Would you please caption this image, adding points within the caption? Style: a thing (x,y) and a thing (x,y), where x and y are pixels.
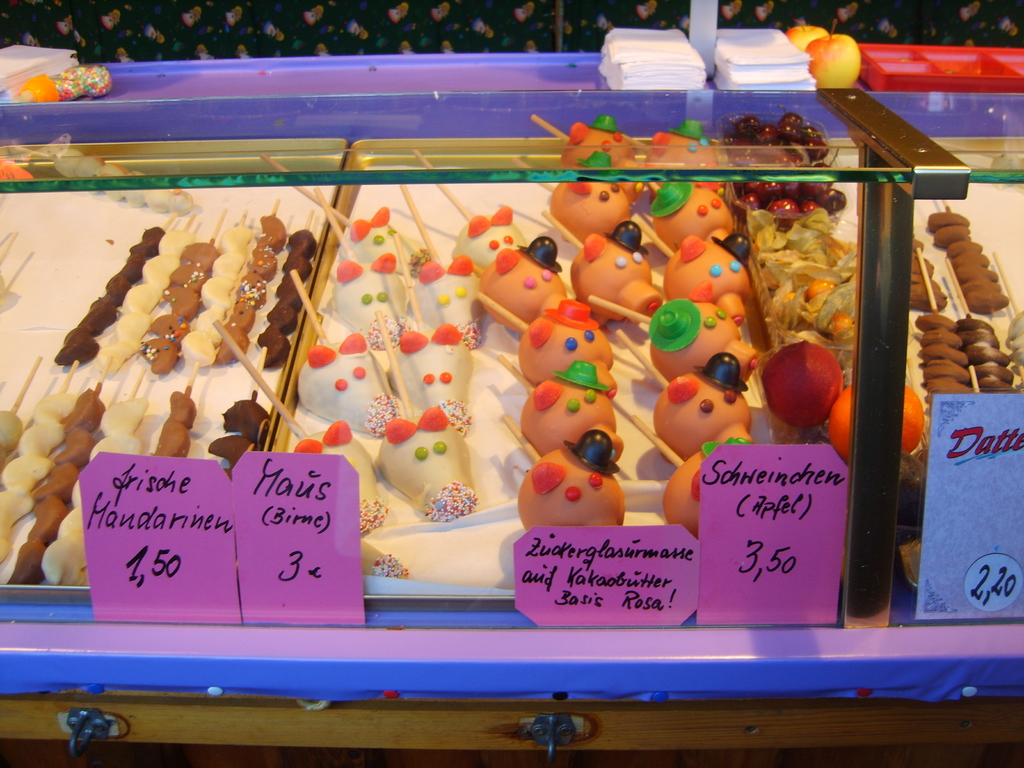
In this image, we can see desserts (584,149) with sticks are in the stand (530,60). At the top (733,71), there are tissues (695,77), fruits (847,60) and some other objects (62,73) and we can see some stickers (135,485) with text (258,506) are pasted on the stand (513,645).
